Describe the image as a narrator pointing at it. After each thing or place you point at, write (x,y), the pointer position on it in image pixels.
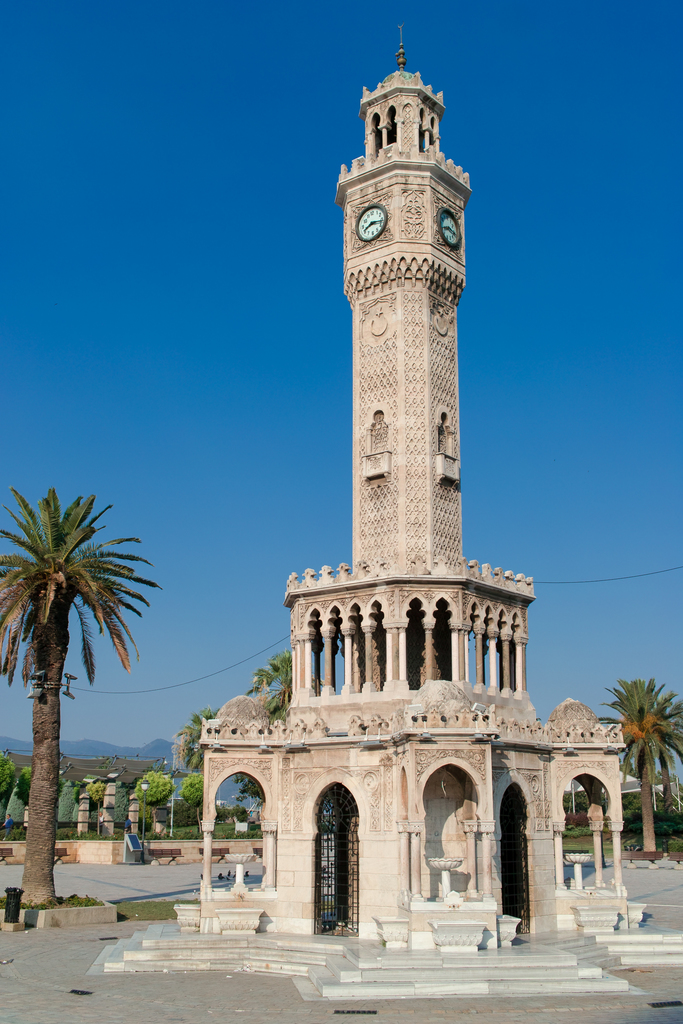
In this picture we can see clock tower (408,471), around we can see some trees (193,783) and grass (186,829).
